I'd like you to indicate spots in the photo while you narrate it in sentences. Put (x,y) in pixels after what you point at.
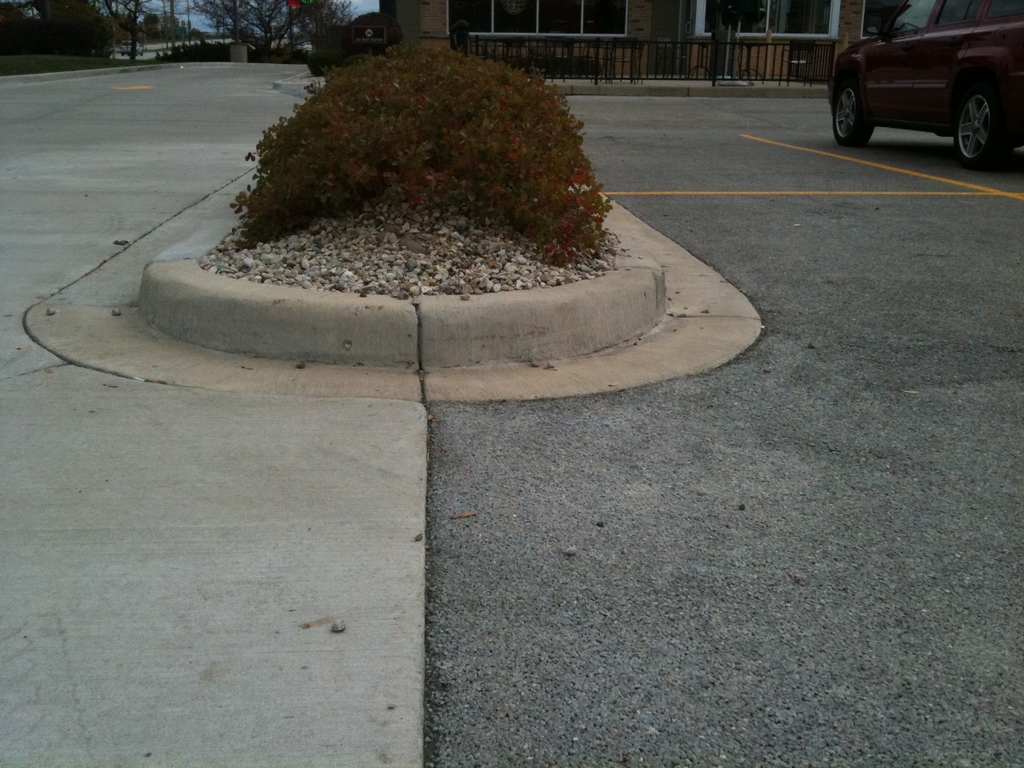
At the bottom of the image (515,577) there is a road (515,577). On the right (1016,76) we can see a car (937,126). In the background (644,73) there is a building (622,28) and trees (131,31). We can see a shrub (356,207).
